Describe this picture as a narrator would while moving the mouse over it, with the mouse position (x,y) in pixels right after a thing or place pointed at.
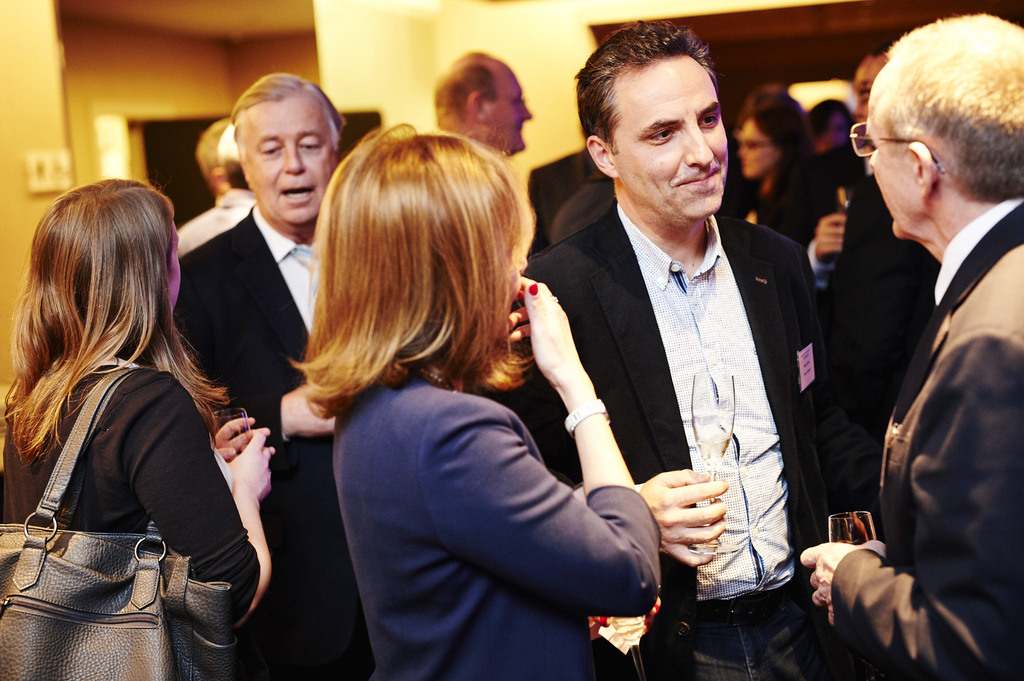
In this picture I can see group of people (679,181) standing and holding the wine glasses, and there is blur background (108,80).
